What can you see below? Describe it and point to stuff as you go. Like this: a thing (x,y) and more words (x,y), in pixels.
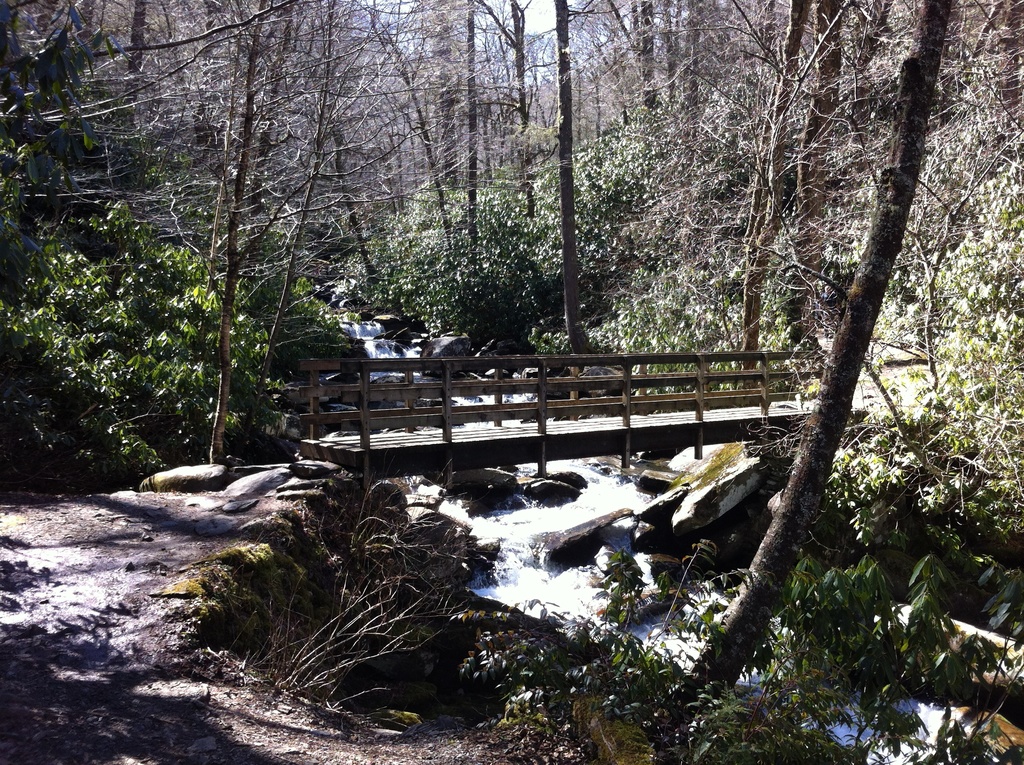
In this picture I can see wooden bridge (486,457). I can see the river (567,499). I can see trees (410,187).
